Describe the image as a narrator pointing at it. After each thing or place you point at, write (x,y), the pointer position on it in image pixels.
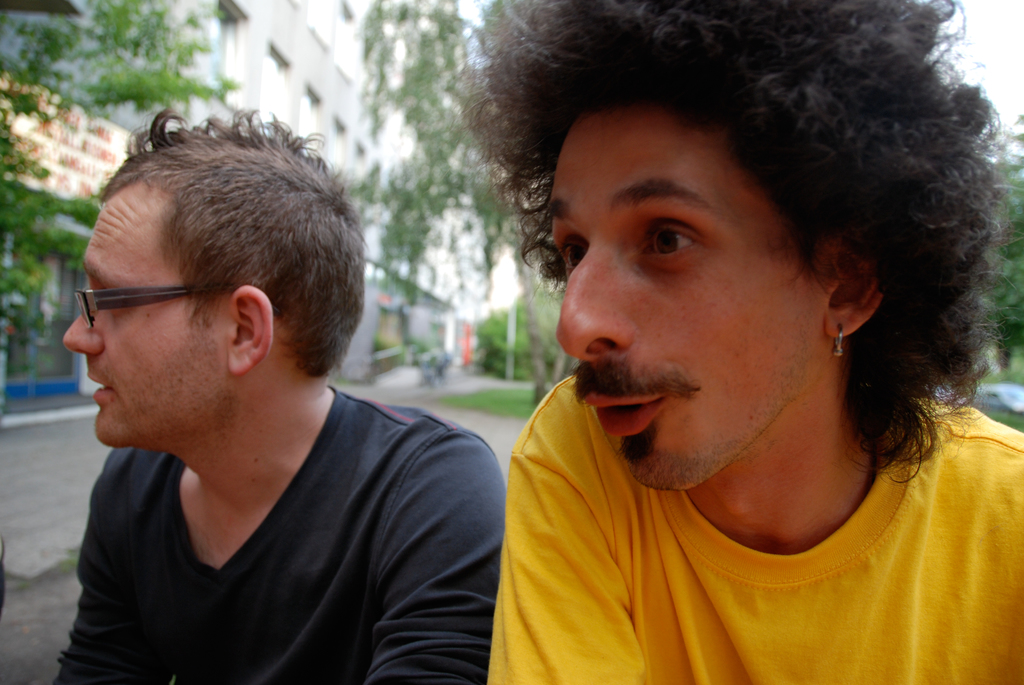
In this image I can see two persons (157,602) on the road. In the background (519,305) I can see trees (488,209), buildings (364,154), grass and vehicles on the road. This image is taken on the road (25,454).
